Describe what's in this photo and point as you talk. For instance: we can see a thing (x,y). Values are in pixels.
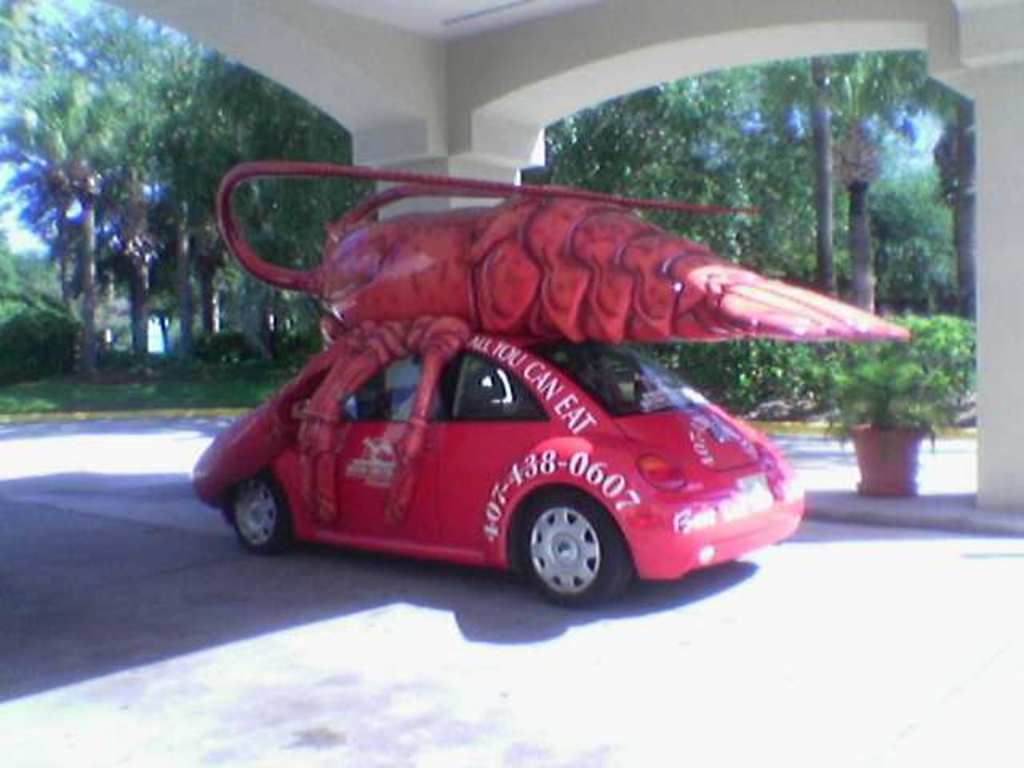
In this image I can see the car (517,425) and I can see the statue (564,196) of a lobster (560,208) on the car (500,430). To the side I can see the flower pot (907,449) and the pillars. In the background (731,175) there are many trees (790,138) and the sky (899,135).
